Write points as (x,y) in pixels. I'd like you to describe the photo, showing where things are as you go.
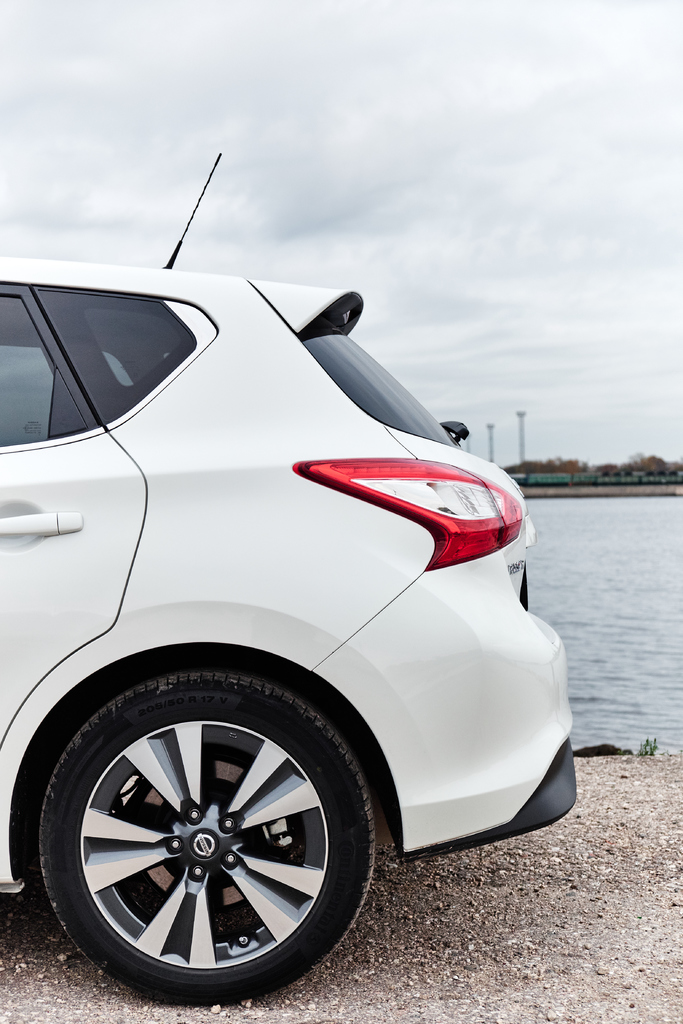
In this image, I can see a car (467,819), which is white in color. On the right side of the image (623,667), I can see the water (611,523) and the trees (541,471) in the background (638,464). It looks like the sky (482,161).
